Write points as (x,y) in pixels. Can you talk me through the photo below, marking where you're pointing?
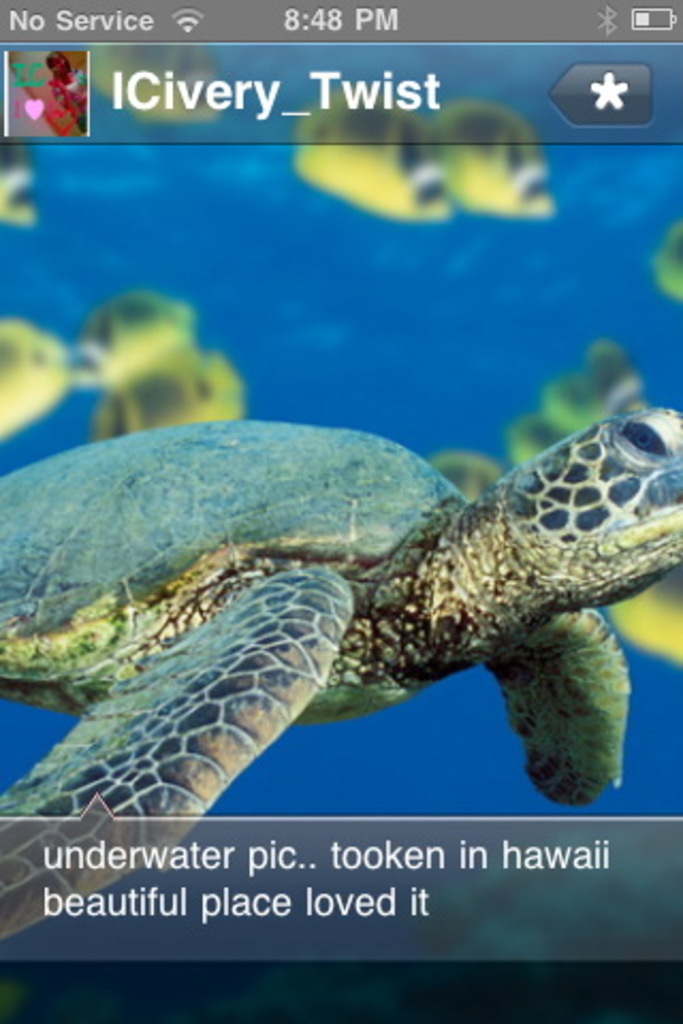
In this image we can see one screen (436,180) looks like a mobile screen (323,395), one tortoise (222,591) and some fishes (98,413) under the water (457,766). There are some text (55,913) and images (66,88) on the screen (323,8).
